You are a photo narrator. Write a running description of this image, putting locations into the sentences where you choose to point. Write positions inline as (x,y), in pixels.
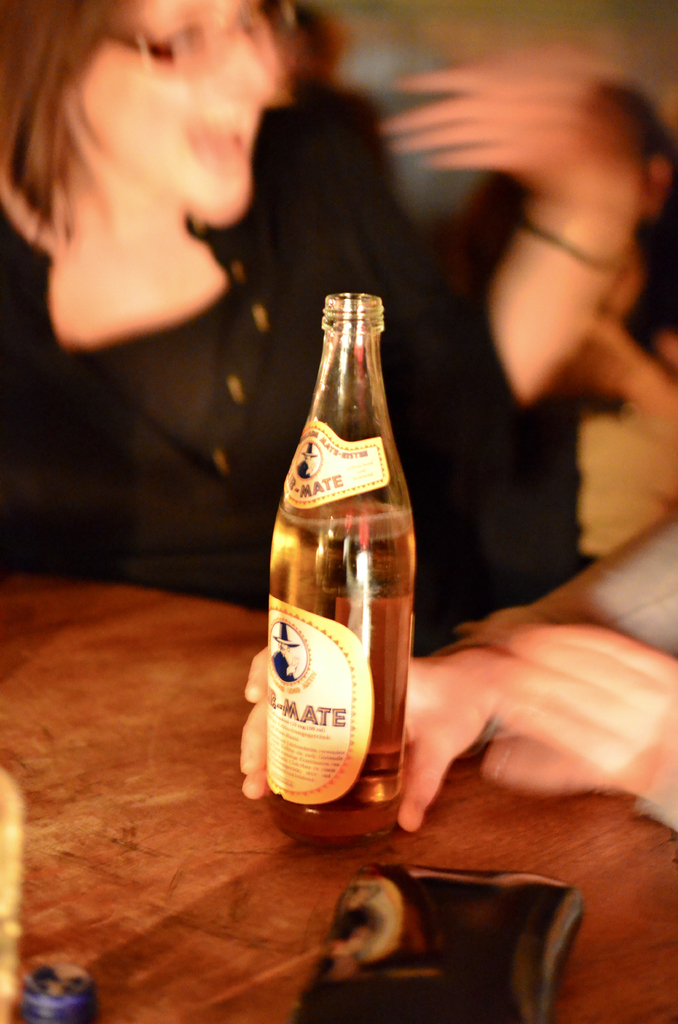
In front of picture, we see a table (213,851) on which wallet (464,985) and soda bottle (378,555) is placed. On the right corner of picture (589,594), we see woman (468,687) holding that soda bottle (322,702). Behind that, woman (234,351) in black dress (244,390) is smiling and this is a blurred image.
